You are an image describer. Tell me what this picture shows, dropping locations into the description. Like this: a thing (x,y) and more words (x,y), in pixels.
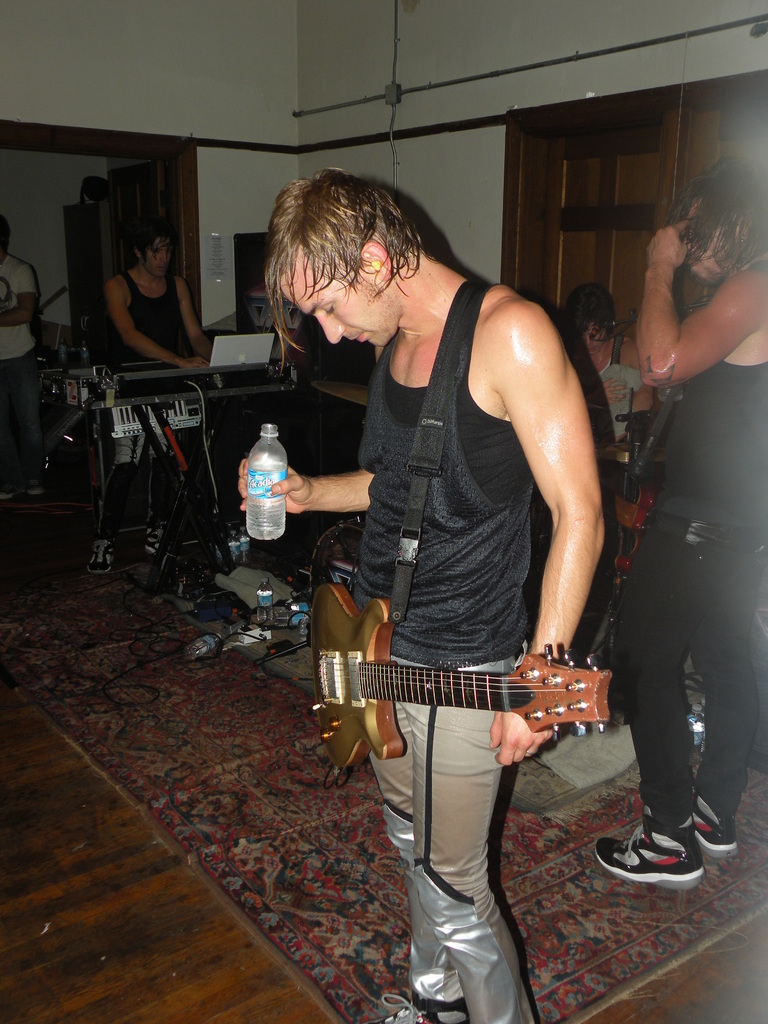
A man (522,751) is holding a guitar (402,685) and a water bottle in his hand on the left side (188,416) there is a man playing musical instruments (175,386) and there is a wall (80,174).
